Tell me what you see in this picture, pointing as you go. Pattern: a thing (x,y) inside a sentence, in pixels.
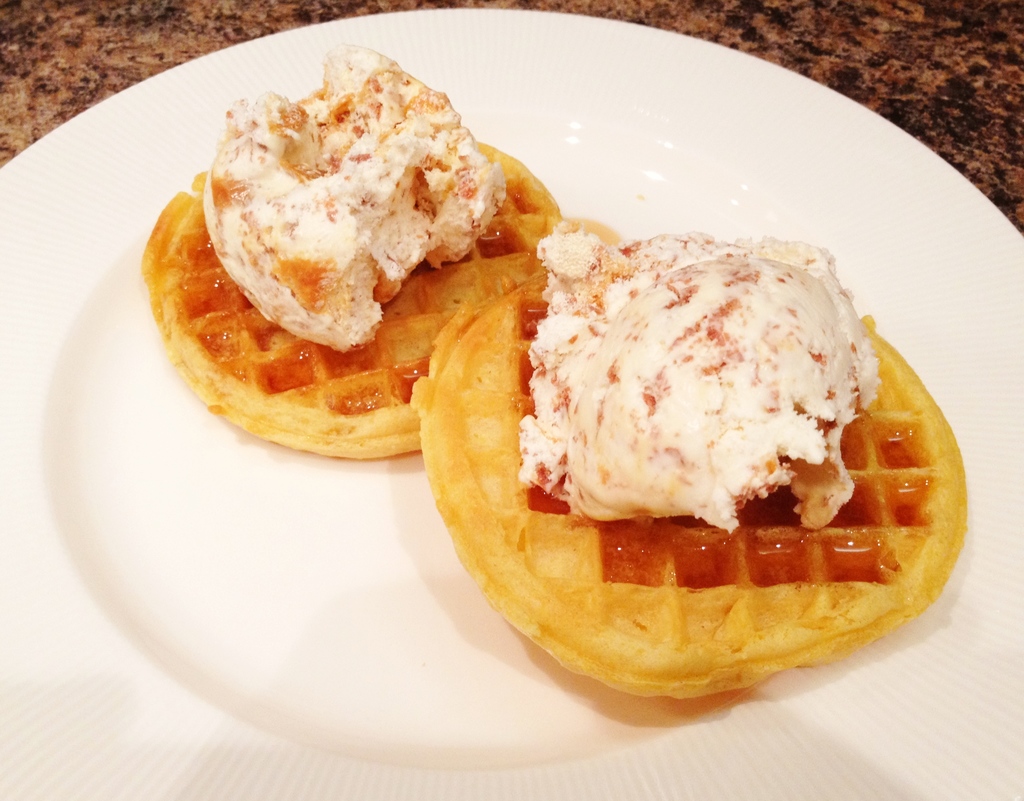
In this image there is a plate (5,288) having some food (618,280). The plate (883,131) is kept on the stone slab (915,88).
